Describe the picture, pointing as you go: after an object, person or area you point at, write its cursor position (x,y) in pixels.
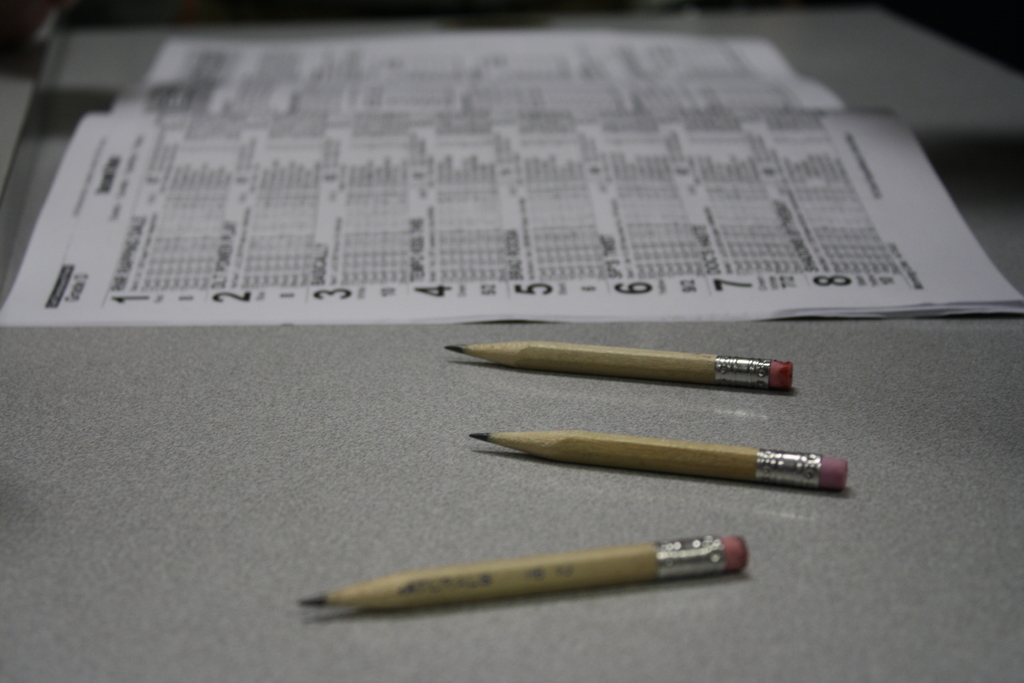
In this picture we can see three brown pencils (739,450) are placed on the grey color table top (342,391). Beside we can see racing program paper (497,306) placed on the same table top (300,335).
